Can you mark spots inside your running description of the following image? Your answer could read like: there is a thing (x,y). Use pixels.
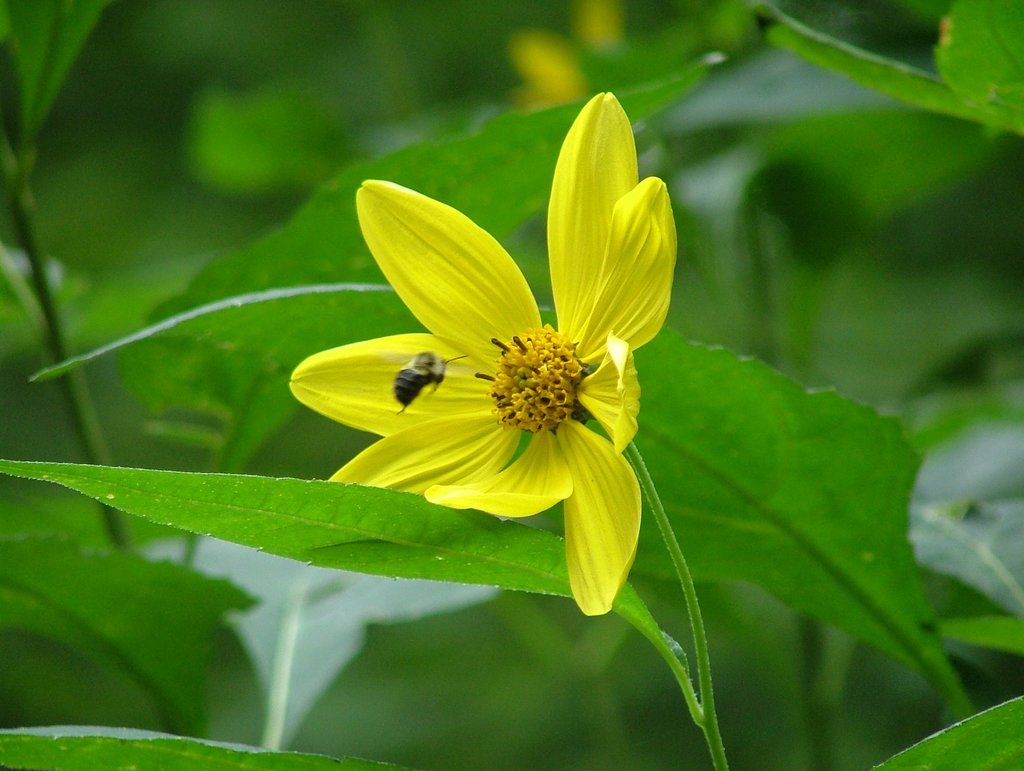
In this picture we can see a yellow flower (481,396) and in front of the flower (427,390) there is an insect (416,385) and behind the flower (488,407) there are leaves (836,407) and blurred background (190,30).
